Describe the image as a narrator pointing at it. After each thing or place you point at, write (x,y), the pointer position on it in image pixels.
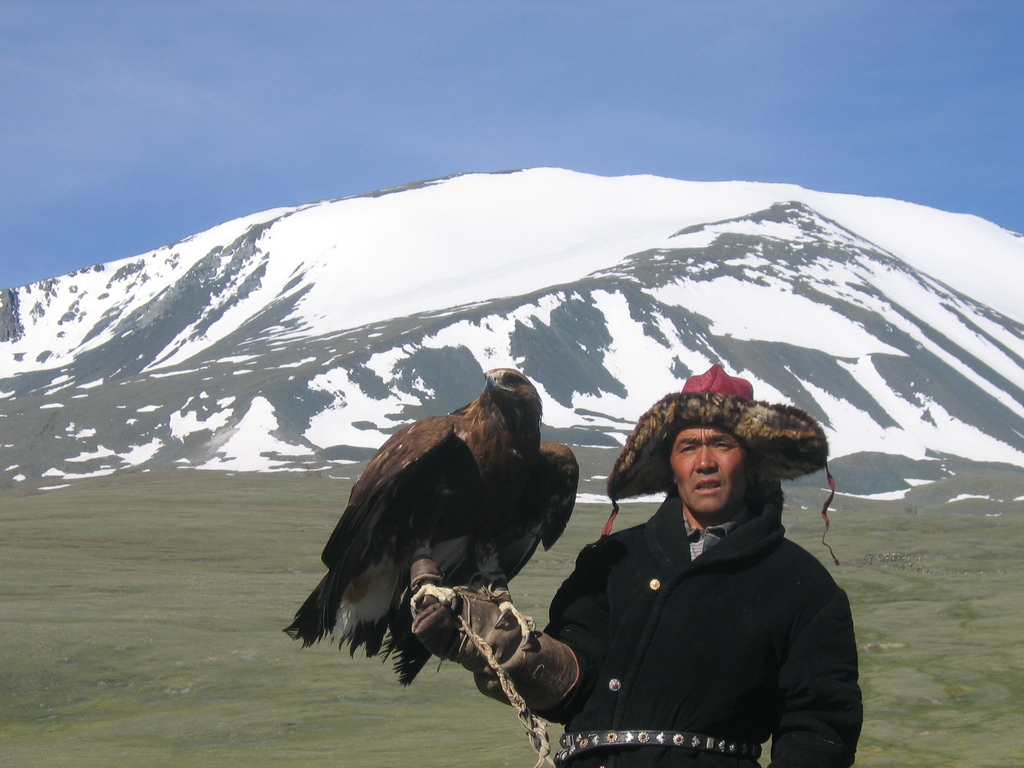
In the picture we can see a grass surface (72,715) on it, we can see a man (806,668) standing, he is with black dress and hat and on his hand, we can see an eagle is standing, and behind him we can see a mountain (662,339) with snow (619,321) on it and behind it we can see the sky (367,143).
